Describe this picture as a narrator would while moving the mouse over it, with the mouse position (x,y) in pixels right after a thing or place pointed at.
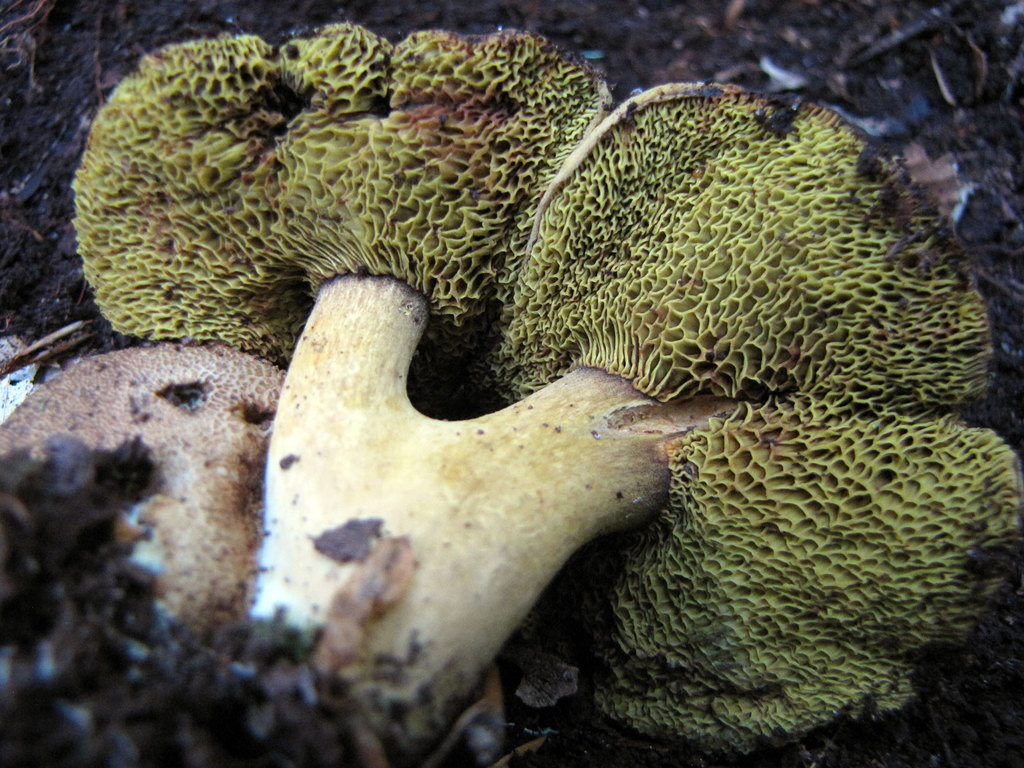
In this picture we can see mushrooms (388,302) and fungus (676,273).
